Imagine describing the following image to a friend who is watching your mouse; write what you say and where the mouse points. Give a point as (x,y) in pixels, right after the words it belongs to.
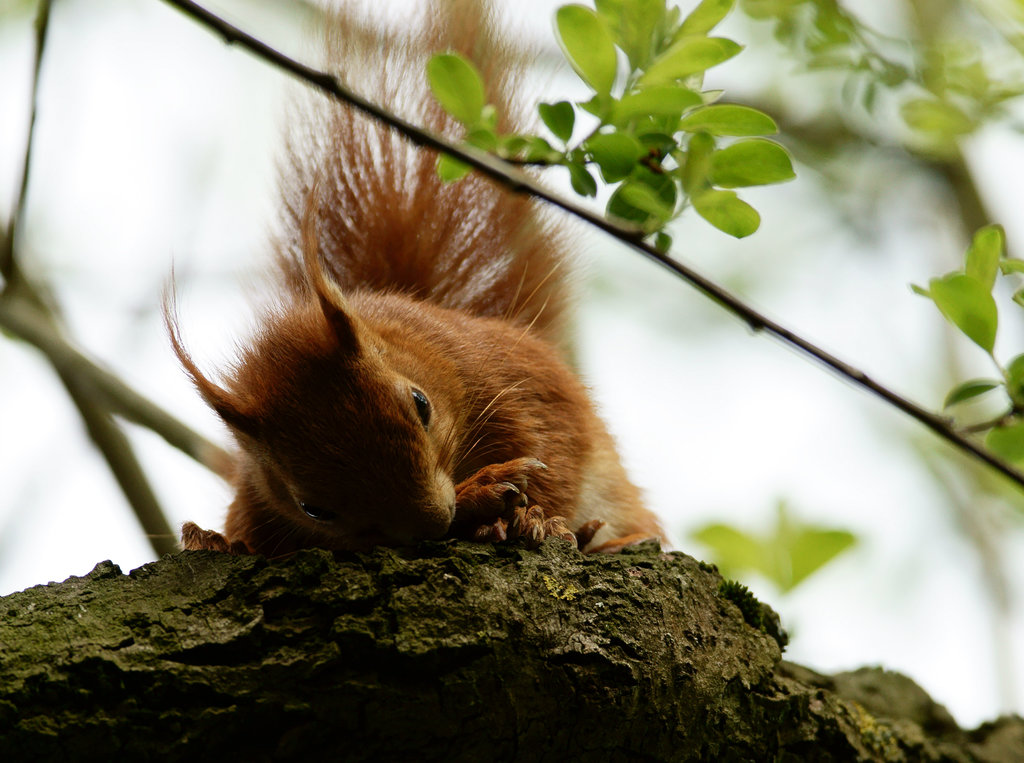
Background (930,560) portion of the picture is blur and we can see green leaves (659,55), stems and a squirrel (424,543) on a surface (496,548).
